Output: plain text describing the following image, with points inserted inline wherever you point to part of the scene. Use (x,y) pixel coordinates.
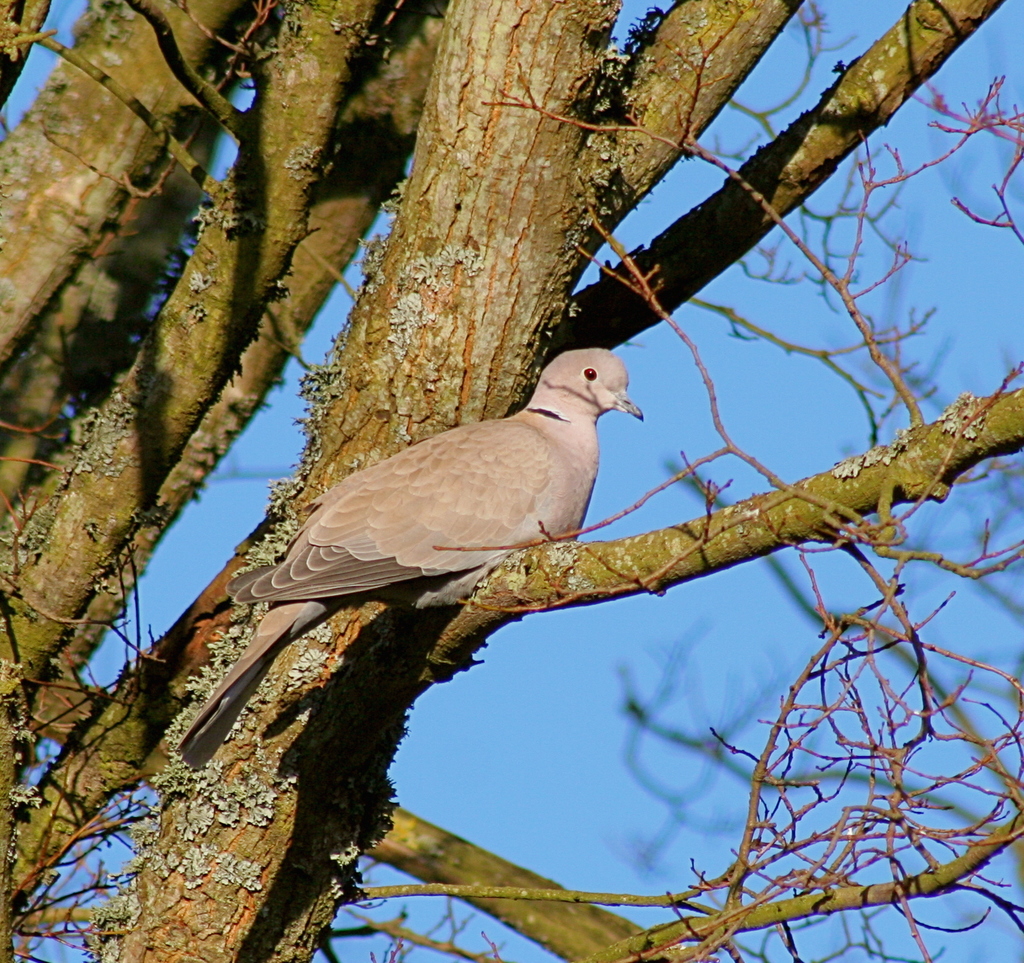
In this image we can see a bird (404,513) sitting on the branch (893,458) of a tree (860,456) and sky (791,450).
